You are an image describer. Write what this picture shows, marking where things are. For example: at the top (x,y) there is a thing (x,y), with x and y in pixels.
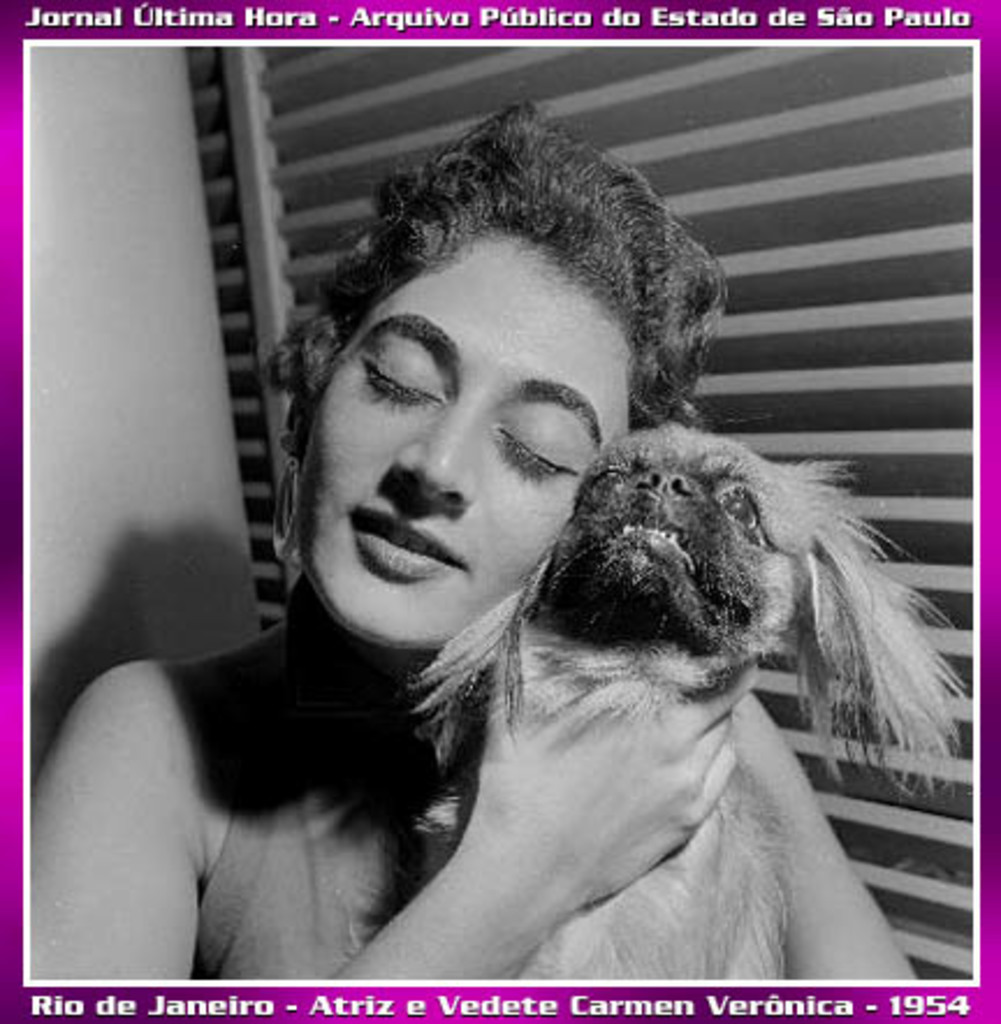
This is an edited image. In the image we can see a woman (444,580) holding a dog (634,664) in her hands (617,760). In the background (373,156) we can see wall (120,361) and windows (332,114). There is a colored border (989,993) with text (770,1003) to the image.
